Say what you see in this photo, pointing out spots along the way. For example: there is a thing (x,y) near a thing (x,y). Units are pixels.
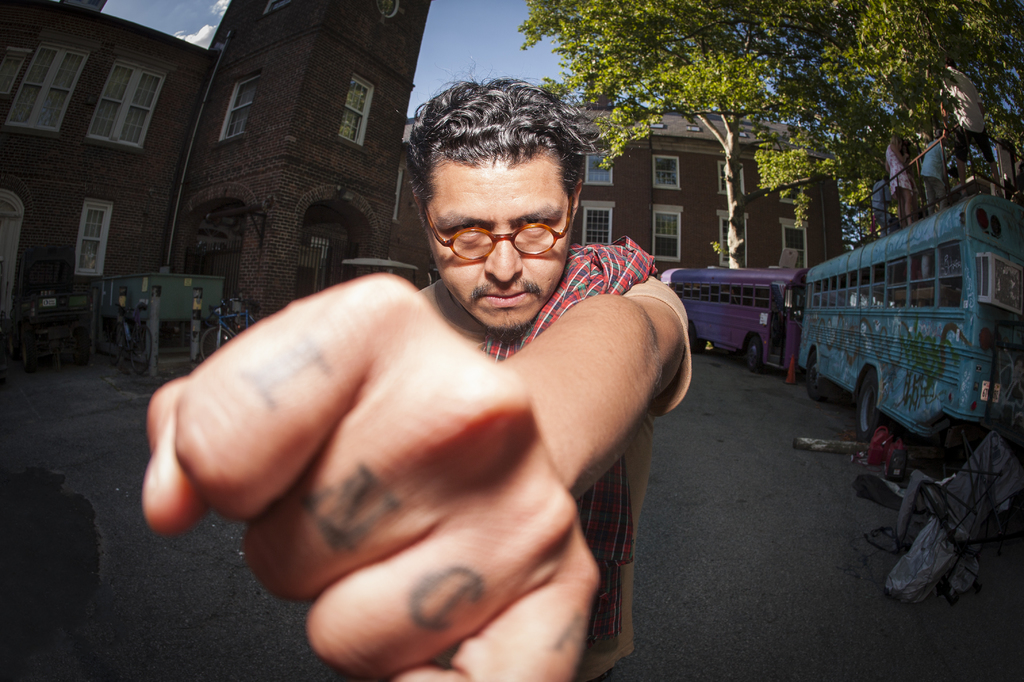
This image consists of a man (382,481) wearing specs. At the bottom (716,622), there is a road (284,649). In the background (993,423), we can see the buildings (407,221) and buses (1005,368) along with the trees (682,29). On the bus (900,255), there are few people (881,214). It looks like the image is edited.
